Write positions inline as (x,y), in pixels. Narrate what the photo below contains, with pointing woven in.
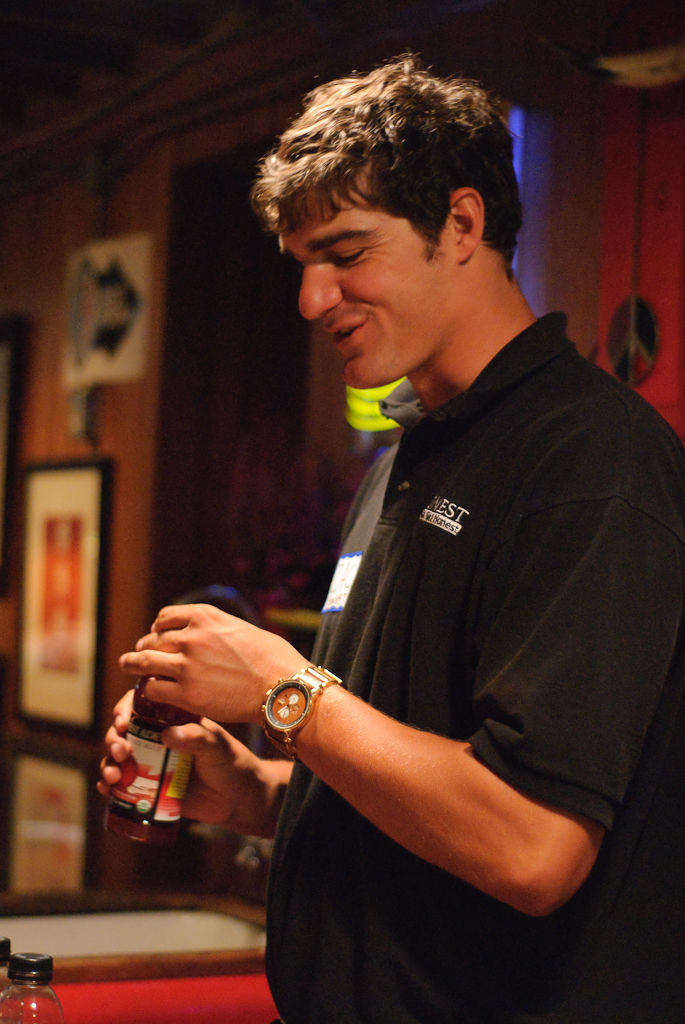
In this image I can see a person (524,670) wearing black color dress (506,579) is standing and holding a bottle (166,677) in his hands (151,692). I can see the blurry background (105,364) in which I can see the wall (145,439), few frames (7,484) attached to the wall (30,446) and few other objects (137,284).
